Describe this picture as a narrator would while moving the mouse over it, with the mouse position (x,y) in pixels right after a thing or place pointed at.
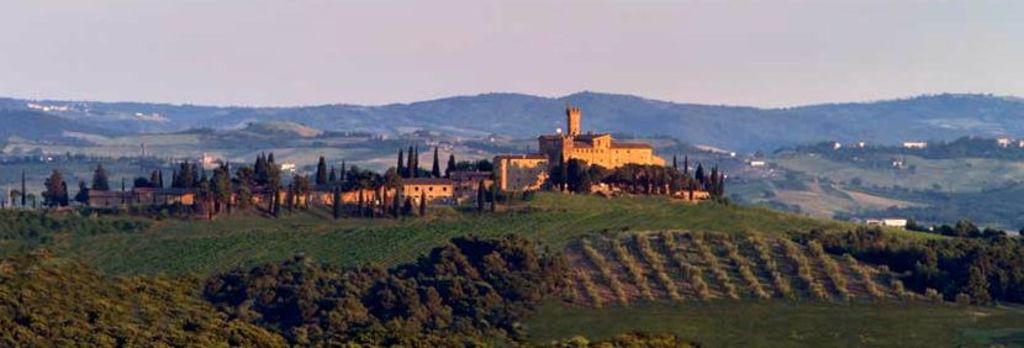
In the image there is a beautiful scenery, there is a lot of grass (250,220) and trees (213,190) and in between those trees (339,194) there is a fort (533,156), behind a fort (521,185) there are some mountains (699,107).
